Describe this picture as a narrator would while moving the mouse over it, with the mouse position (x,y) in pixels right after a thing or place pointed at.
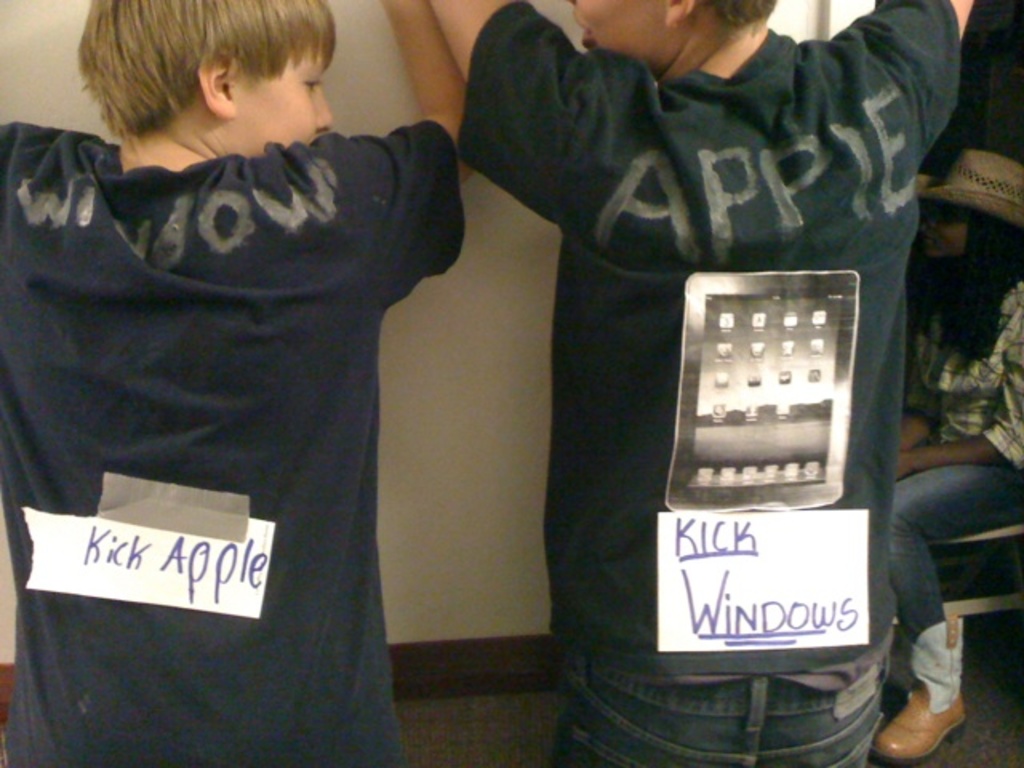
In this picture there are two persons (705,251) standing and there is window and apple (665,212) written on their T-shirts (707,198) and there is a paper (191,566) attached on the T-shirts (397,270) which has kick apple and kick windows written on it and there is another woman (969,307) sitting in the right corner (958,422).
